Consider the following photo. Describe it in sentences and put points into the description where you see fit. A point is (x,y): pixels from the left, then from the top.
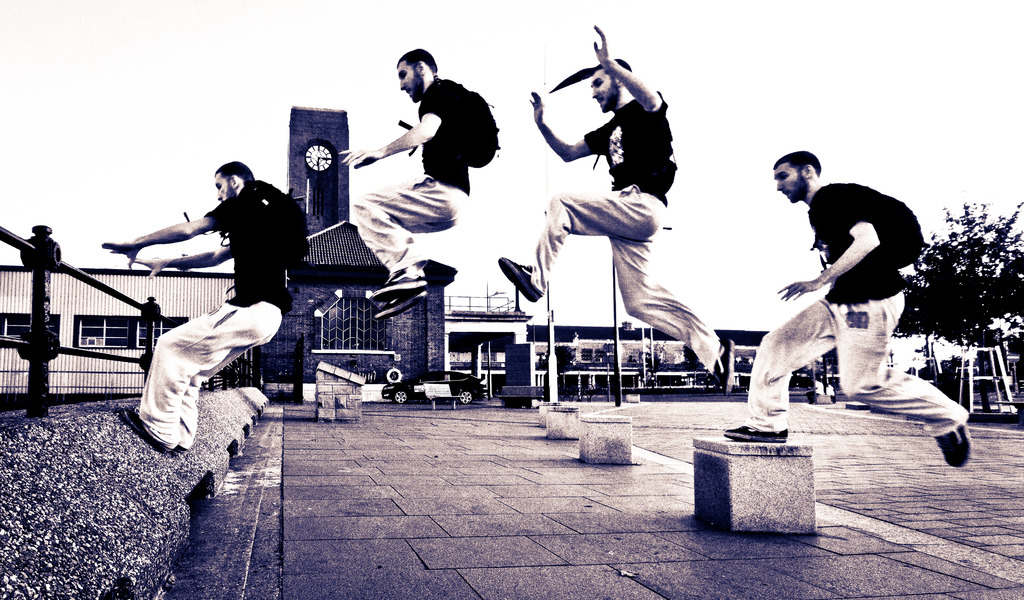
In this image we can see a person (434,207) jumping. There is a barrier (41,353) in the image. There are few poles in the image. There are few buildings (400,345) in the image. There is a clock (310,156) on the wall (305,170). We can see the sky (857,76) in the image. There is a vehicle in the image. There is a tree (985,312) at the right side of the image (1008,310).
